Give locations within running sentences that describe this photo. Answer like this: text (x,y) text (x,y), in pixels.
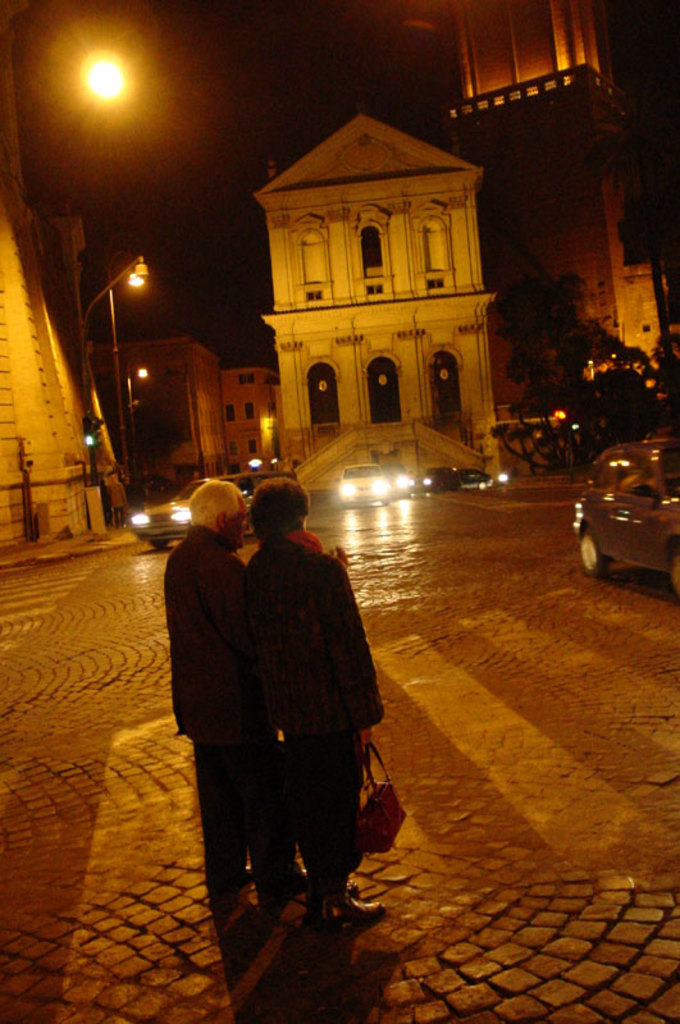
This is an outside view. Here I can see two persons (304,666) are standing on the ground (382,971). The person (332,787) who is on the right side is holding a bag (380,820) in the hand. In the background (401,473) there are some cars (386,476) on the road (439,539) and also I can see few buildings (40,374). On the left side (108,68) there is a street light (112,76). This is an image clicked in the dark.
